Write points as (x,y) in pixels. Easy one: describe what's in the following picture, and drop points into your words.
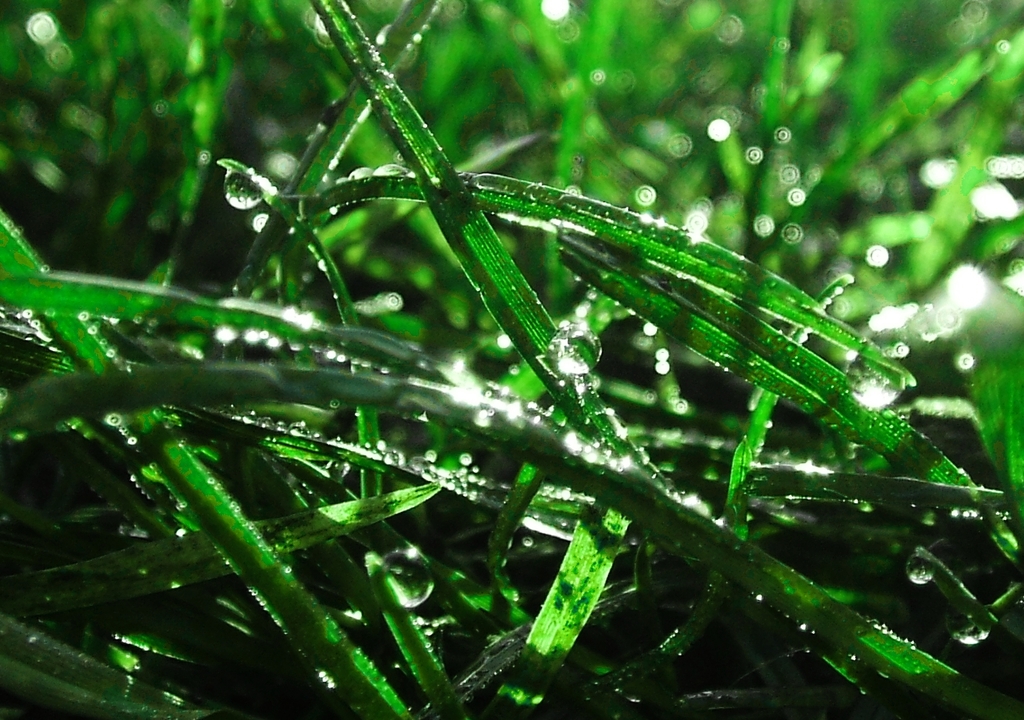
This image consists of green grass (504,411) along with water droplets (371,367).
